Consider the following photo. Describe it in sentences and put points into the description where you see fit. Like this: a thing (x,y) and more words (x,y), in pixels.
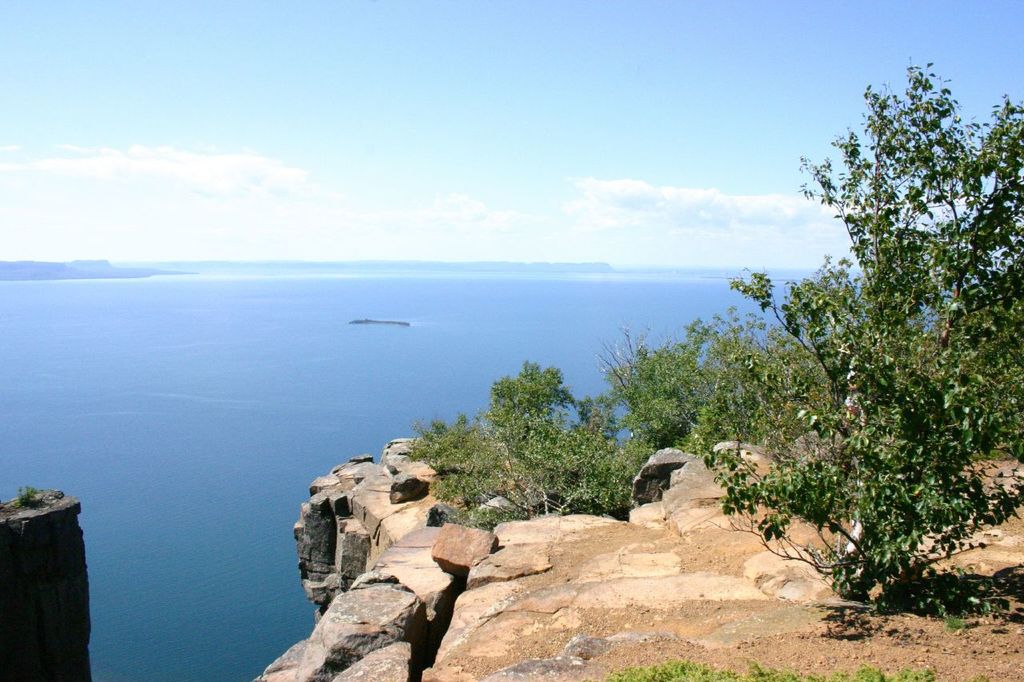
In the image we can see the sea (239,372), rocks (481,566), plants (584,462), grass (761,677), trees (745,293) and the cloudy sky (231,136).
